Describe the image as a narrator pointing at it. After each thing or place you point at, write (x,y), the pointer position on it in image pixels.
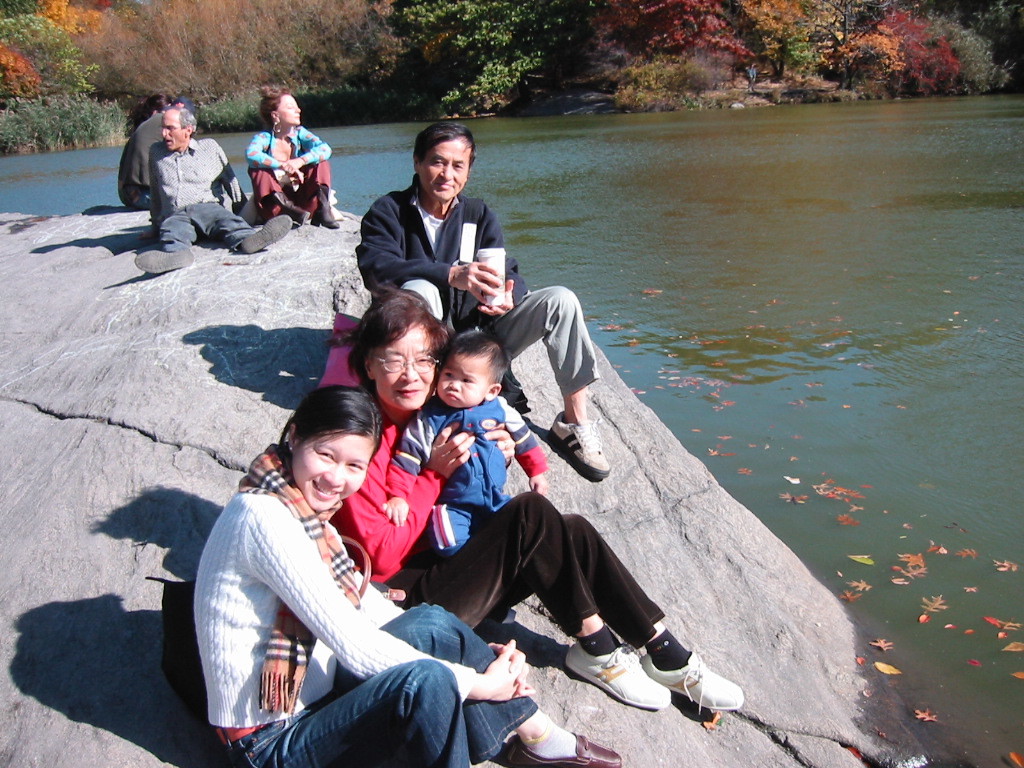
In this image we can see few persons (604,647) are sitting on a rock (238,338) on the left side (308,441) and a woman (445,461) is holding kid (405,516) in her hands (467,451). On the right side (951,612) we can see leaves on the water (611,155). In the background (675,167) there are trees (273,9) and water (675,167).
